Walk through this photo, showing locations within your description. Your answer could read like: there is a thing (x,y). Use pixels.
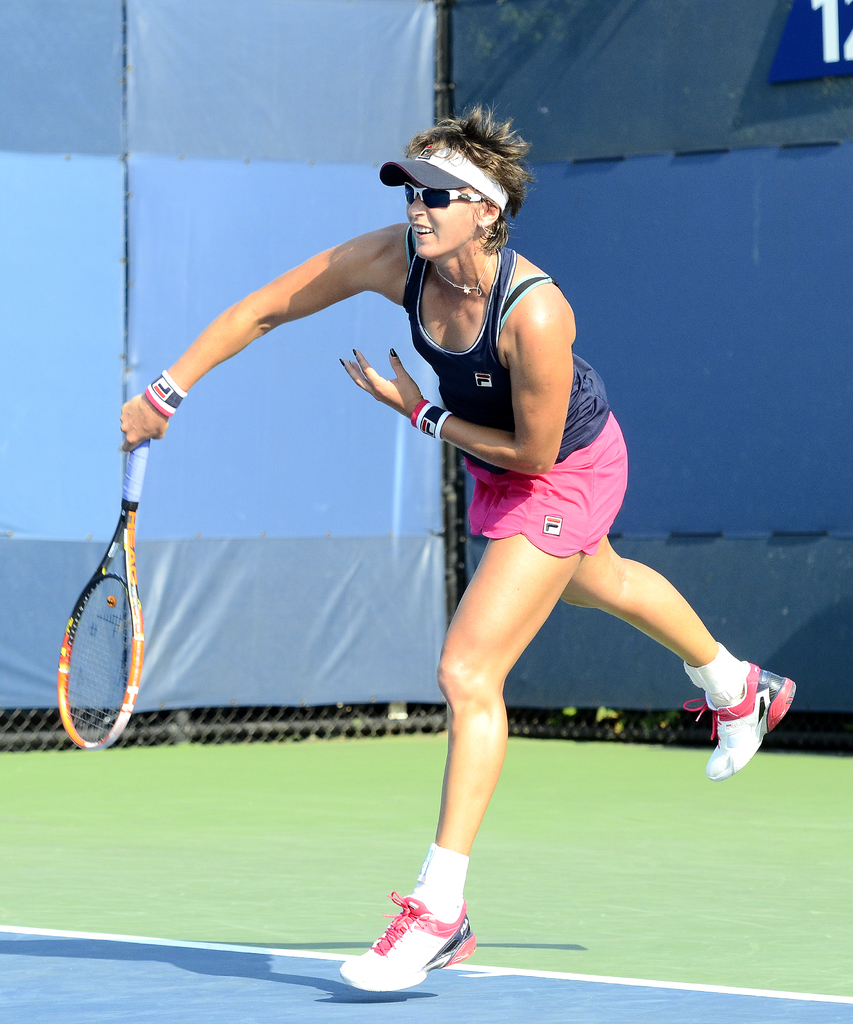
In this image we can see a woman (481,666) standing on the ground (436,823). On the backside (342,688) we can see the fence (213,309).
